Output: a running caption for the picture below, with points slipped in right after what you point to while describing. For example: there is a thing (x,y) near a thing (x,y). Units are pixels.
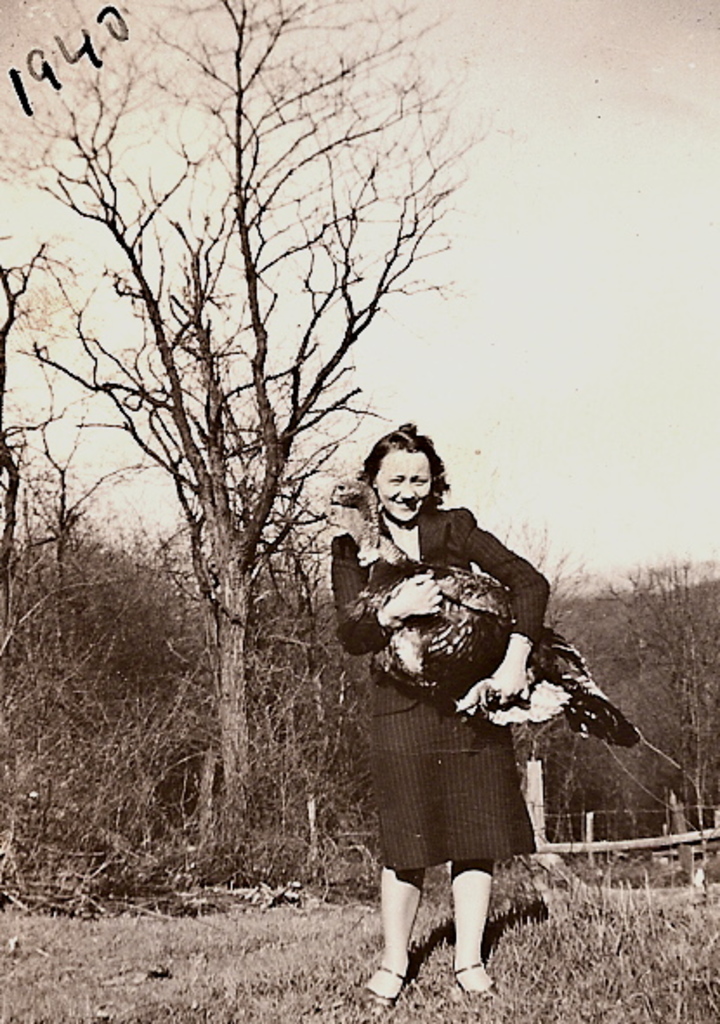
In this picture we can see a woman (471,699) holding a bird (462,631), behind we can see some trees (211,776).
